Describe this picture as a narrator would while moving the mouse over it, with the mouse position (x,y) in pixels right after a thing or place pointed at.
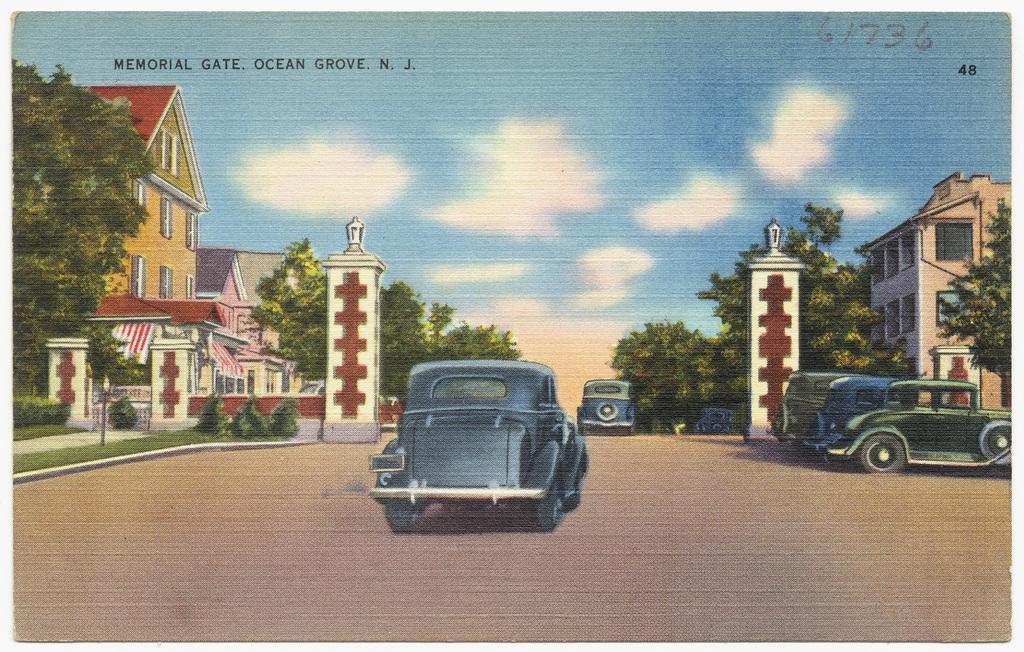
In this image we can see a photo of the group of cars (581,430) parked on the road (607,585). In the background (926,335), we can see a group of trees (951,334), buildings (884,272) and the cloudy sky (594,222) and some text (251,63) written on it.
